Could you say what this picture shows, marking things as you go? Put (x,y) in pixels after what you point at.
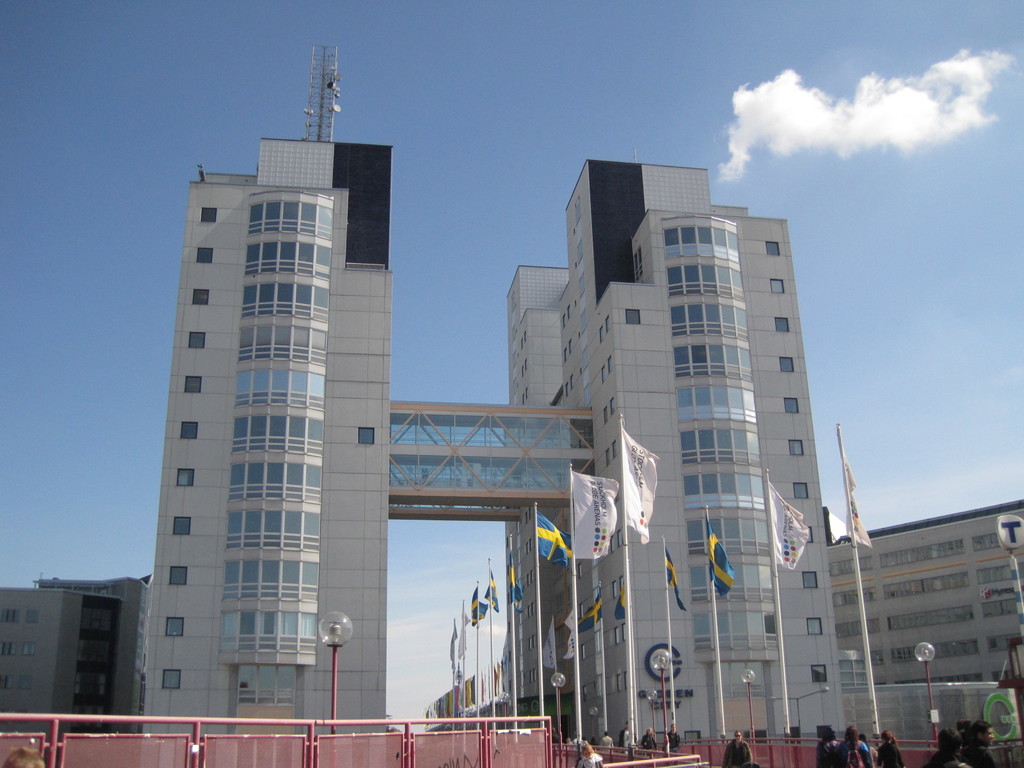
In this image we can see buildings (736,544), poles (720,697), flags (720,544), railings (134,763), tower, and people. In the background (985,371) there is sky (548,243) with clouds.
